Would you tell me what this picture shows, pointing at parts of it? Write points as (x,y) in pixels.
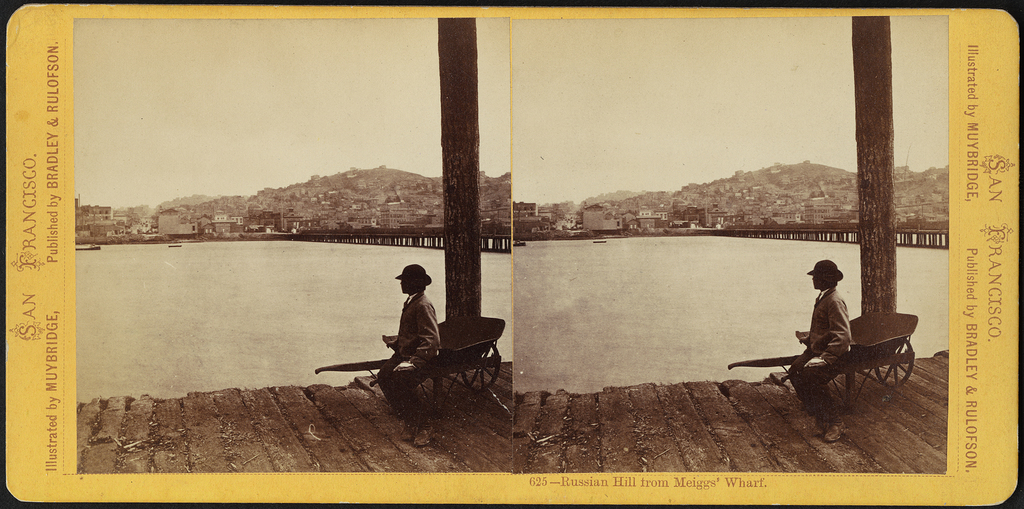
It is an edited image, there is a collage of two similar pictures with similar background (252,195), there is a person (420,379) sitting on a wheelbarrow (492,379) on the wharf (501,409) in front of the water (275,348).
